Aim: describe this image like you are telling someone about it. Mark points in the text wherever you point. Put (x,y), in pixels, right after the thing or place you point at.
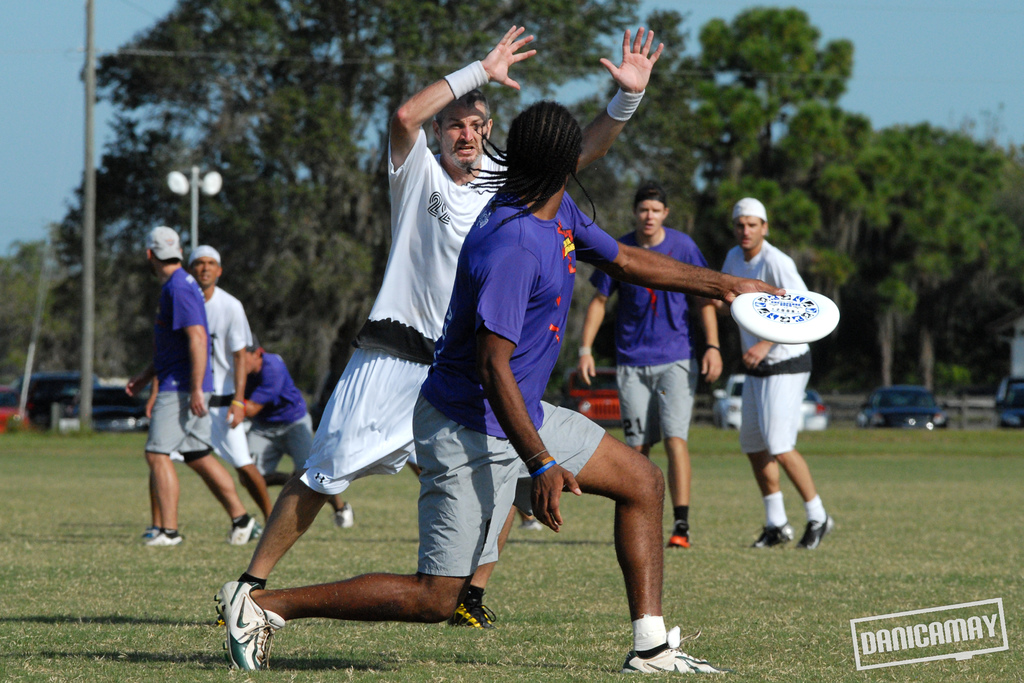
This is an outside view. Here I can see a man (508,303) holding a disc (779,305) in the hand (737,291) and looking at the man (449,225) who is at the back of him. In the background (675,349) few people (668,343) are walking. In the background (868,206) there are many trees (817,240) and vehicles (806,397). On the left side (93,89) there are two poles (192,193). At the top of the image (937,60) I can see the sky (912,62).
